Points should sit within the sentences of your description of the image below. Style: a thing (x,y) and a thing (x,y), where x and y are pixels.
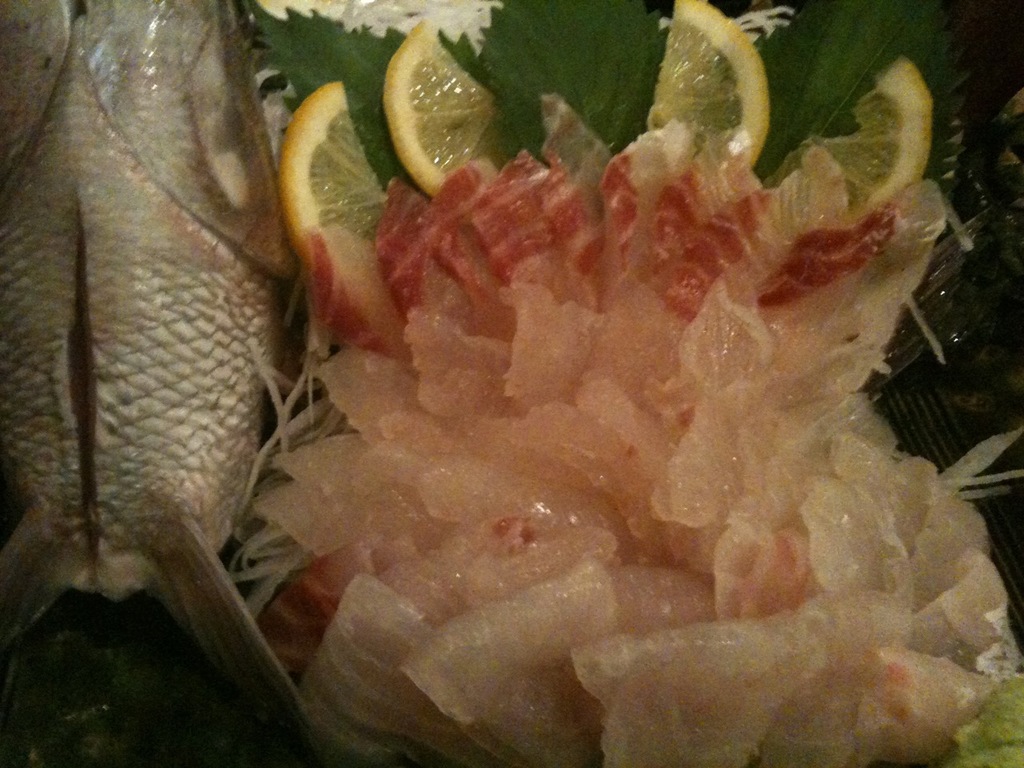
In this image there is a fish (131,248) towards the left of the image (125,220), there is meat (625,495) towards the bottom of the image (579,618), there are green color leaves (601,85) towards the top of the image (516,50), there are lemon slices (855,135).
